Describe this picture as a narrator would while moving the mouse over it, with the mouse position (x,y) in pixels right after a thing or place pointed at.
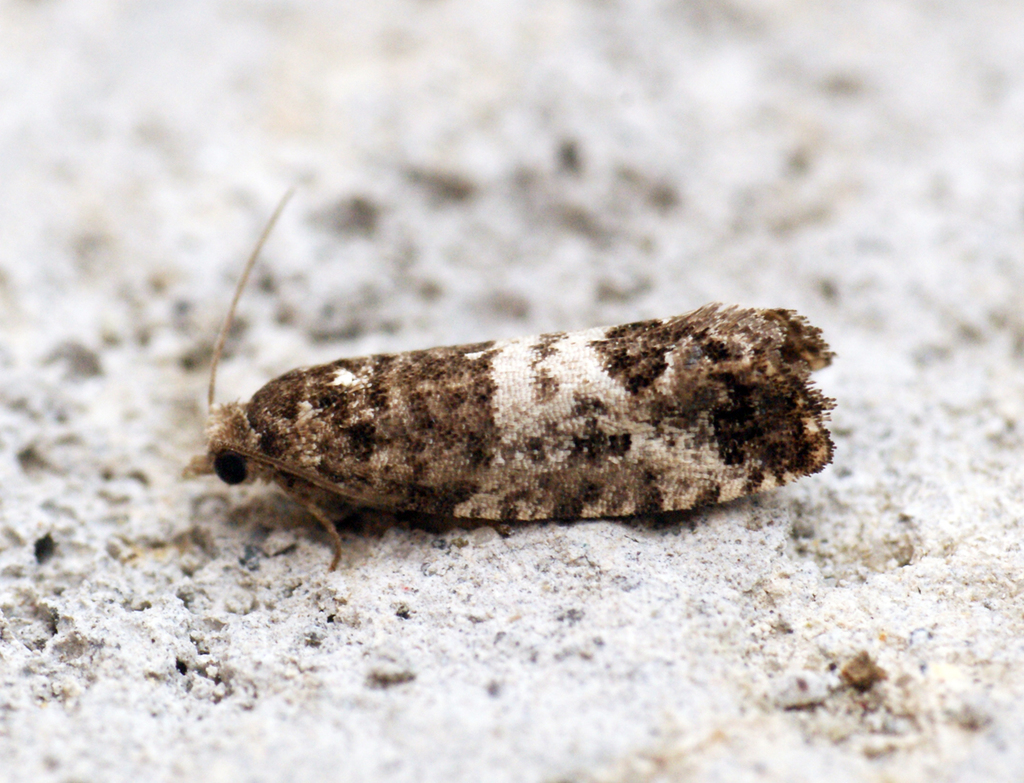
In this image we can see a insect (387,450) on the ground (309,564).
